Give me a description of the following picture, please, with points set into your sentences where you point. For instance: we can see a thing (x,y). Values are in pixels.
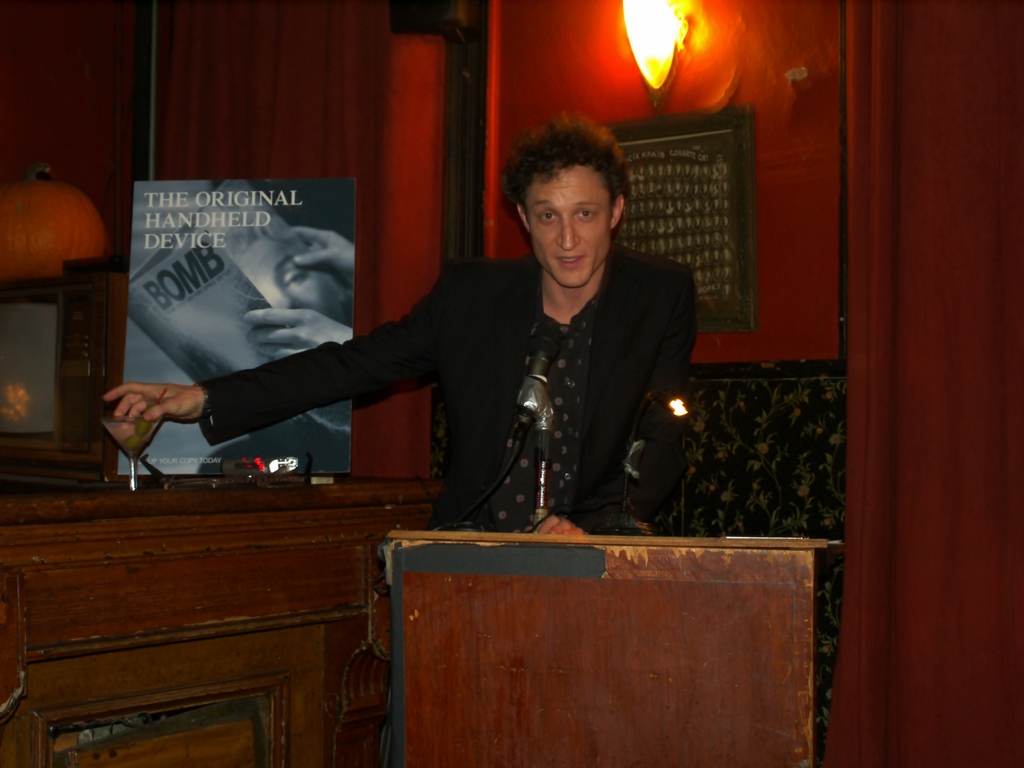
In this image I see a man (475,426), who is standing in front of a podium (437,539) and there is a glass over here. In the background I see the wall (12,113) and the light (665,13).
